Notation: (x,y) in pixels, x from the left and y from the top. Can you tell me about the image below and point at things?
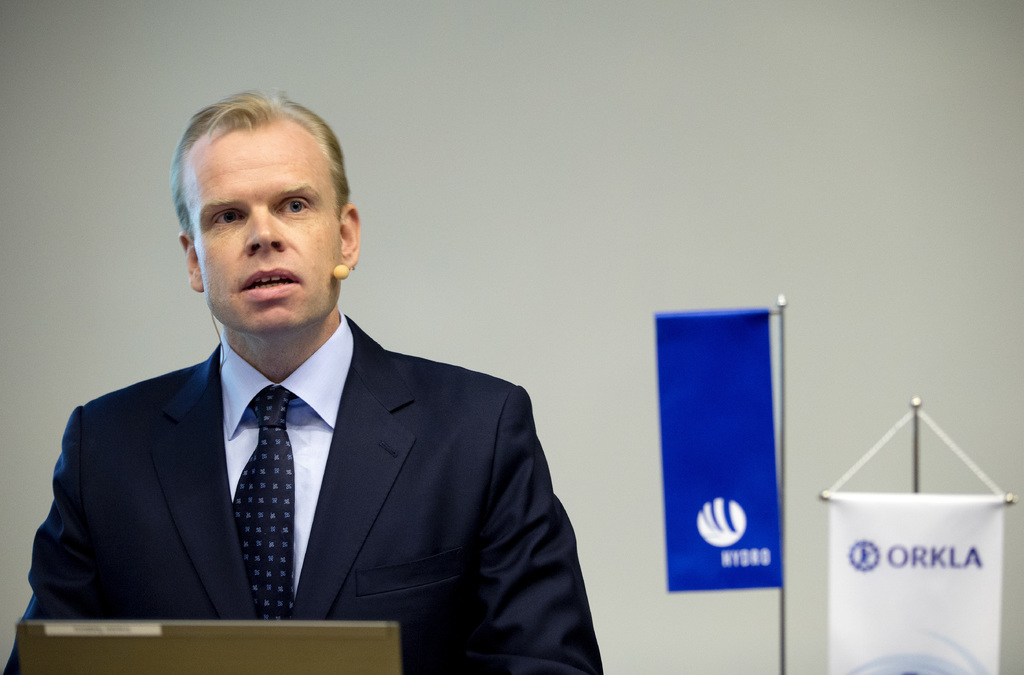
In this image we can see a person (272,375) wearing suit (469,559). In the background of the image (202,354) there is wall (464,212). There are two banners (683,438) with some text (938,555) on them.
